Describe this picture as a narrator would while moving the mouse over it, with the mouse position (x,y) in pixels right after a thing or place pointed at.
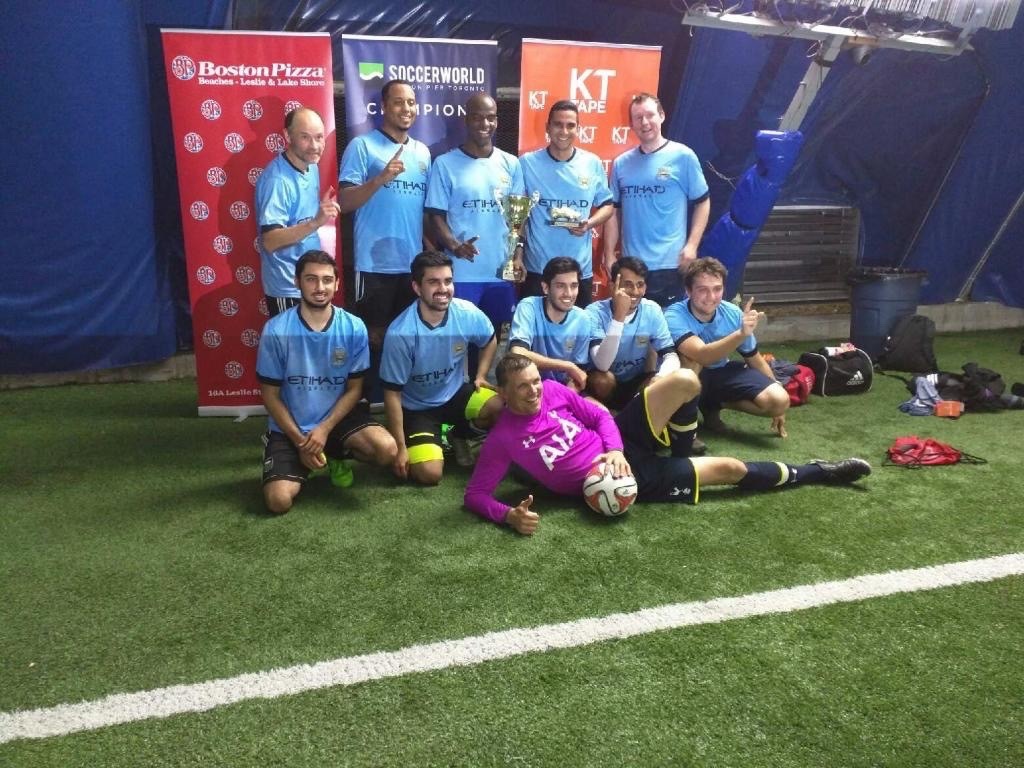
In this image we can see this person (535,425) wearing purple color T-shirt (565,457) is lying on the floor (592,511) and holding a ball (637,490) and these people (325,315) wearing blue T-shirts (283,344) are standing and smiling. In the background (237,163), we can see the banners (434,85), bags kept here, we can see trash can (852,341) and the blue color cover (967,109).
